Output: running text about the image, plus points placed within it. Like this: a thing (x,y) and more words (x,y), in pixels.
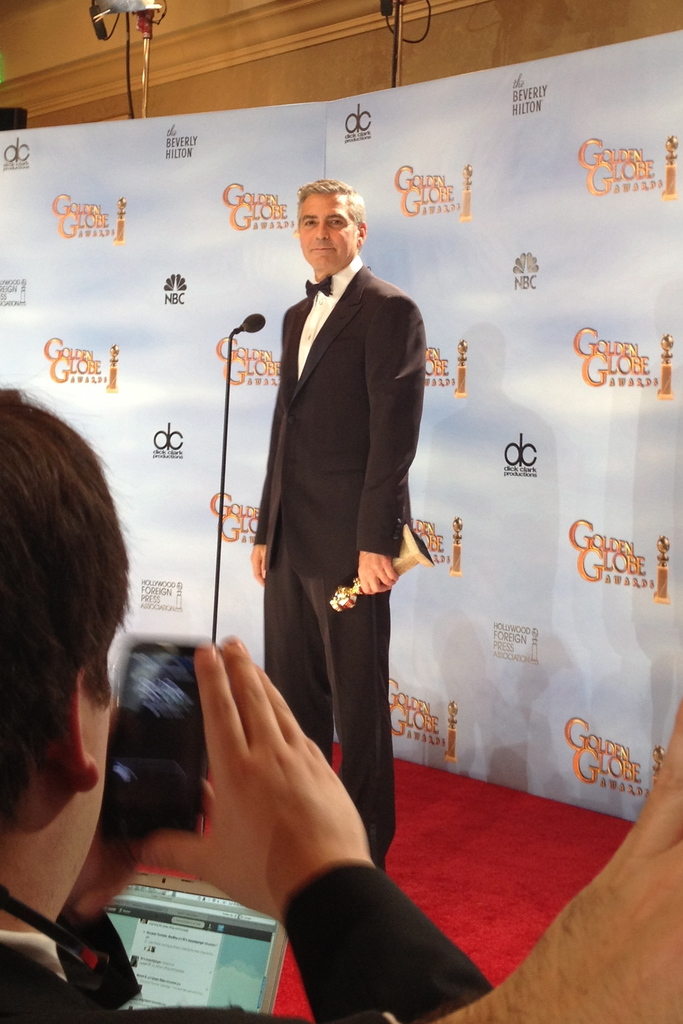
This picture describes about group of people (290,768), in the background (377,583) we can see a man (355,513), he is standing in front of the microphone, and he is holding an object (425,548), behind to him we can see a hoarding (515,319).
